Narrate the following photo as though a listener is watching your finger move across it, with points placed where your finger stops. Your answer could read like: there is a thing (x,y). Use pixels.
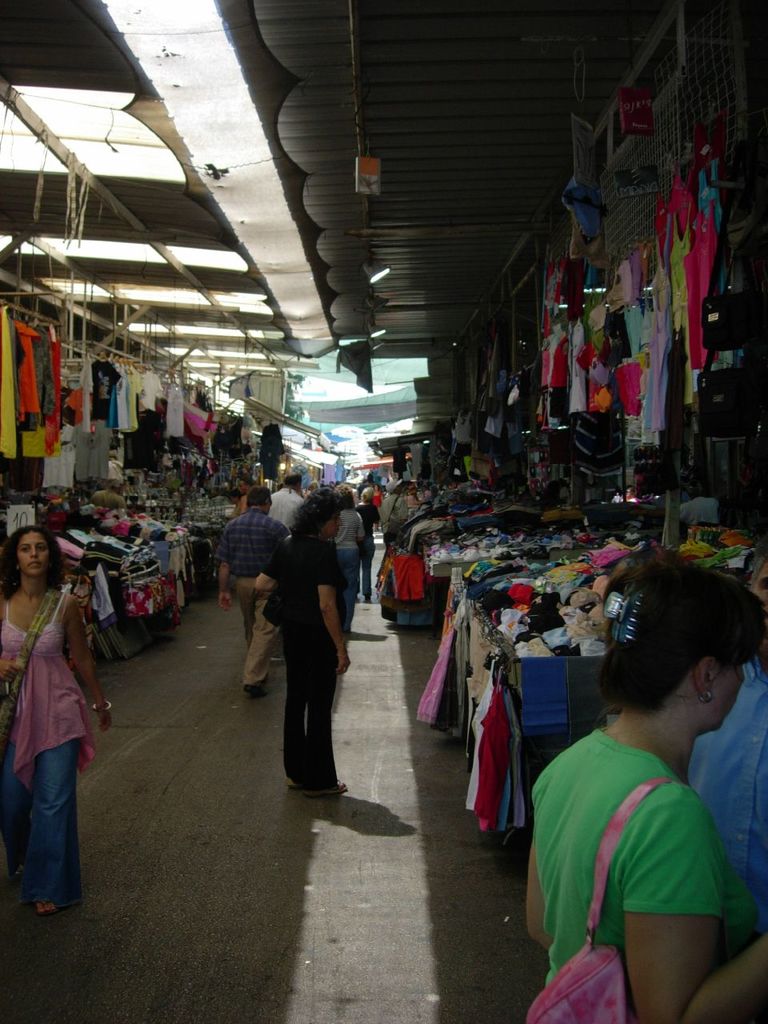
In this image there are people (325,702) walking on a path (375,555), on either side of the path (352,701) there are stalls (541,563), in that stalls (522,510) there are clothes (553,508), at the top (227,217) there is a shelter (291,225).
